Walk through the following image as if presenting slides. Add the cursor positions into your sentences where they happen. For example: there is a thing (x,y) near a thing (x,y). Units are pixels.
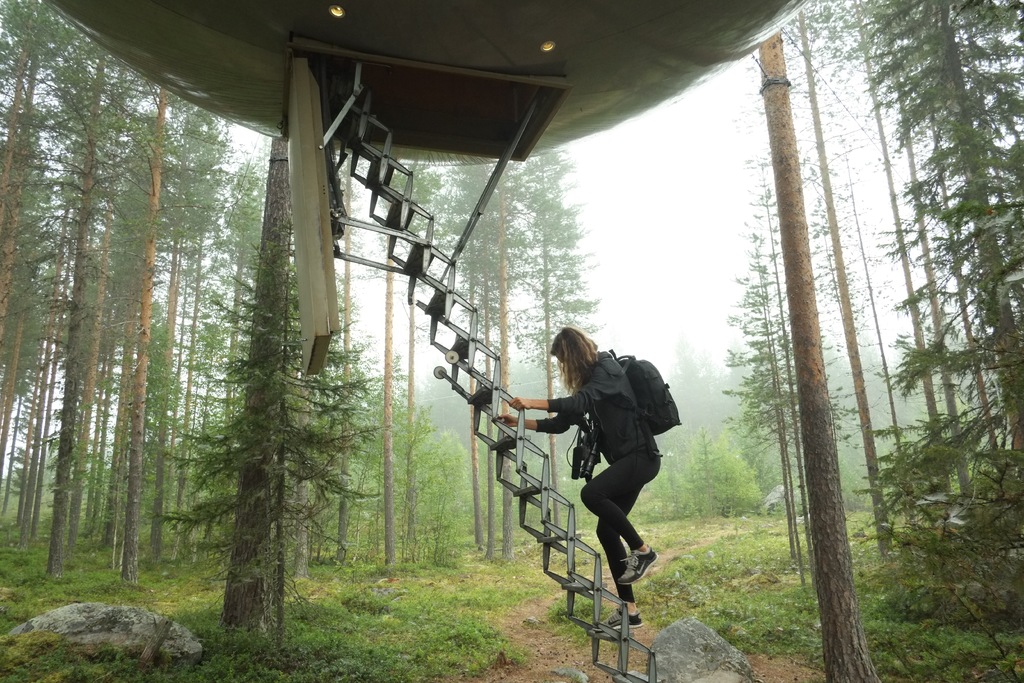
In the center of the image (470,324) we can see a ladder (373,150), tent (473,155), lady (613,424) wearing camera (575,469) and bag (640,390) are there. In the background of the image (371,354) trees (428,440), sky (636,224) are there. At the bottom of the image (390,627) ground (339,651) is there. On the left side of the image (111,628) rock (125,628) is there.
